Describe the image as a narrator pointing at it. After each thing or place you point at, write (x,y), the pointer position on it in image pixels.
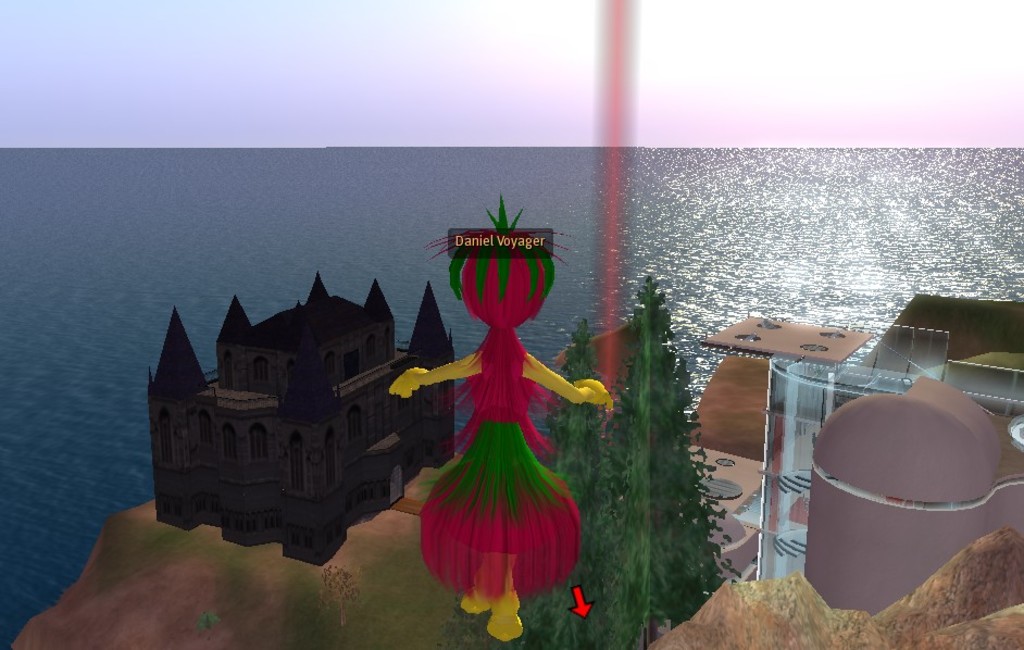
In this image we can see a graphical image of a building (386,337), person (508,427), group of trees (598,414), water (820,252) and the sky (769,80).
